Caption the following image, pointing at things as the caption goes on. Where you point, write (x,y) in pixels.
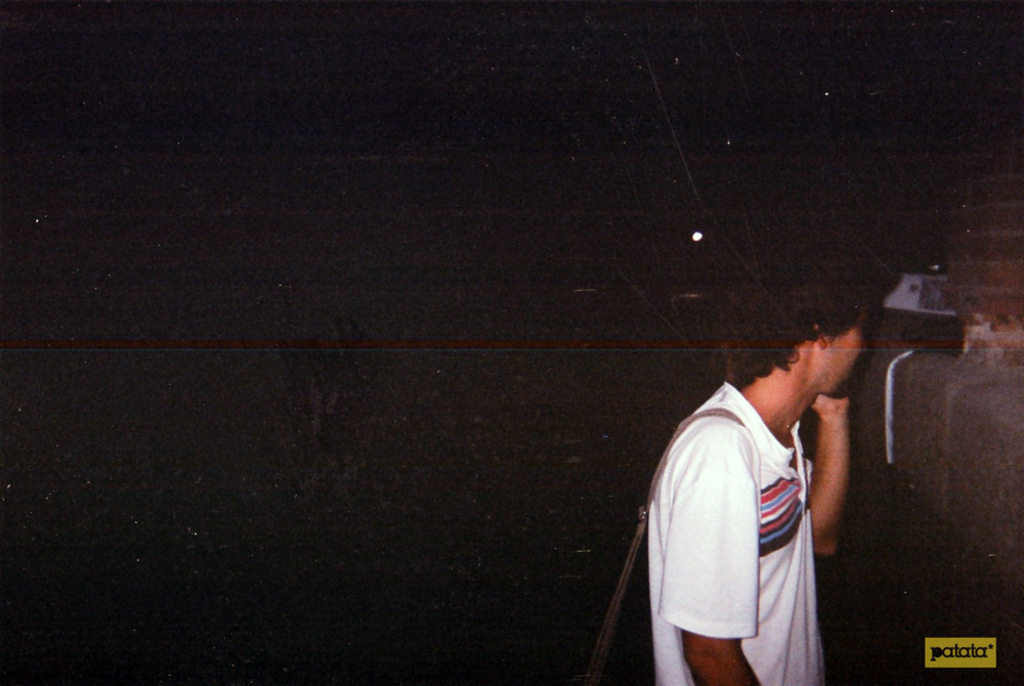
In this picture there is a person (733,512) wearing a white color T shirt (751,539) and holding a bag (603,674) on his shoulders (702,451). In the right side (967,302) there is a wall (965,353). In the background (501,164) it is completely dark.
